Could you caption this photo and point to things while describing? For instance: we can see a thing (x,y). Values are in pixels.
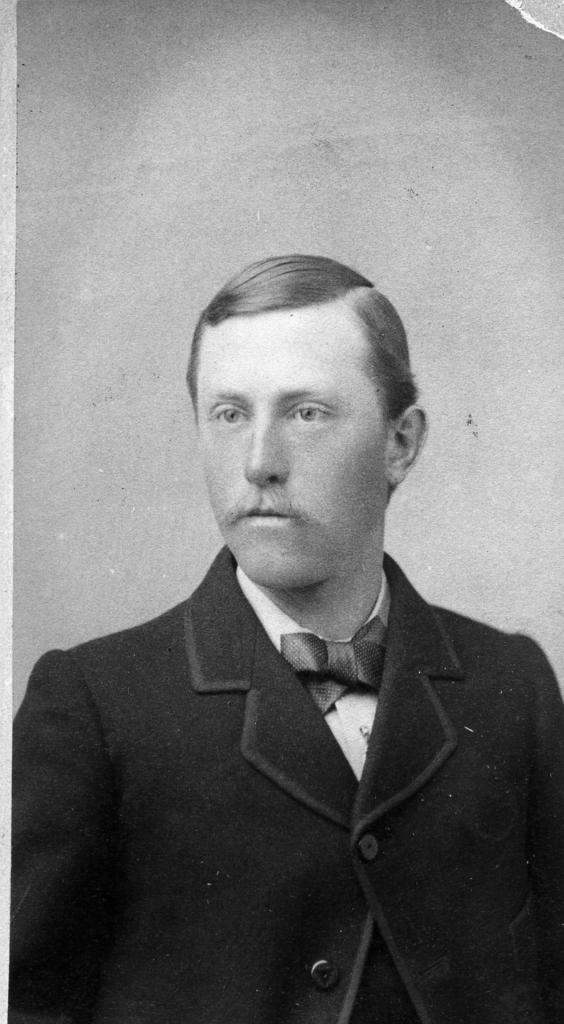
This is a black and white image of a person (286,493) in a blazer (466,652).
